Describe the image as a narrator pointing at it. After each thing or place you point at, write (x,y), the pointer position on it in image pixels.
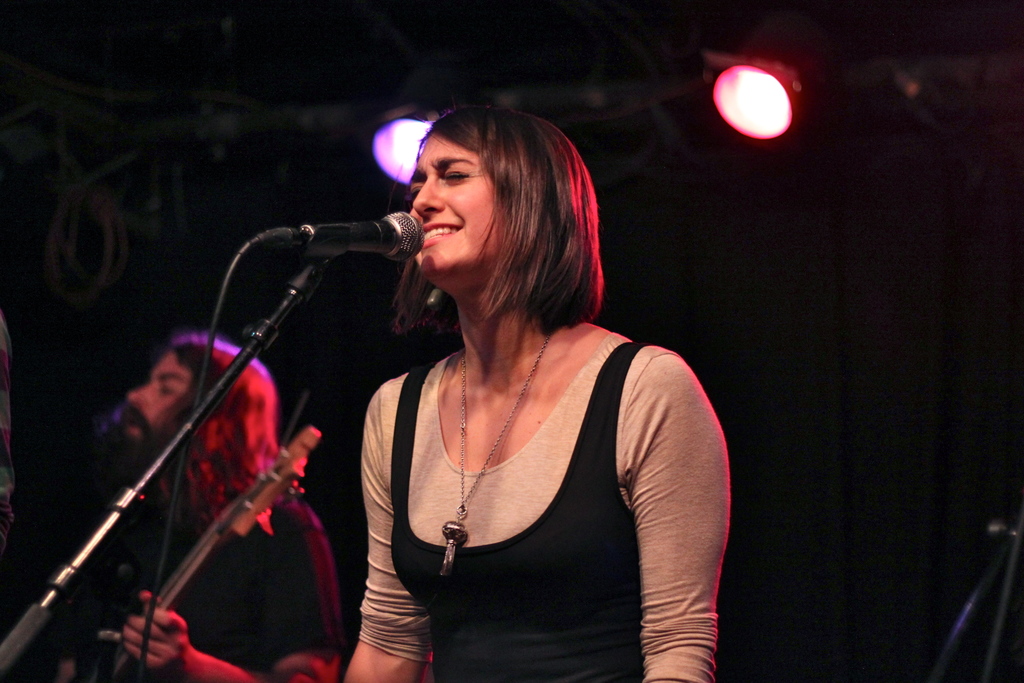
There is a woman (638,481) in black color sleeveless top (579,535), standing in front of a mic (407,247) which is attached to the stand (322,255), and singing, near another person (234,434), who is singing, holding and playing guitar (202,546). In the background (758,79), there are lights (794,83) attached to the roof (878,75). And the background (63,235) is dark in color.
